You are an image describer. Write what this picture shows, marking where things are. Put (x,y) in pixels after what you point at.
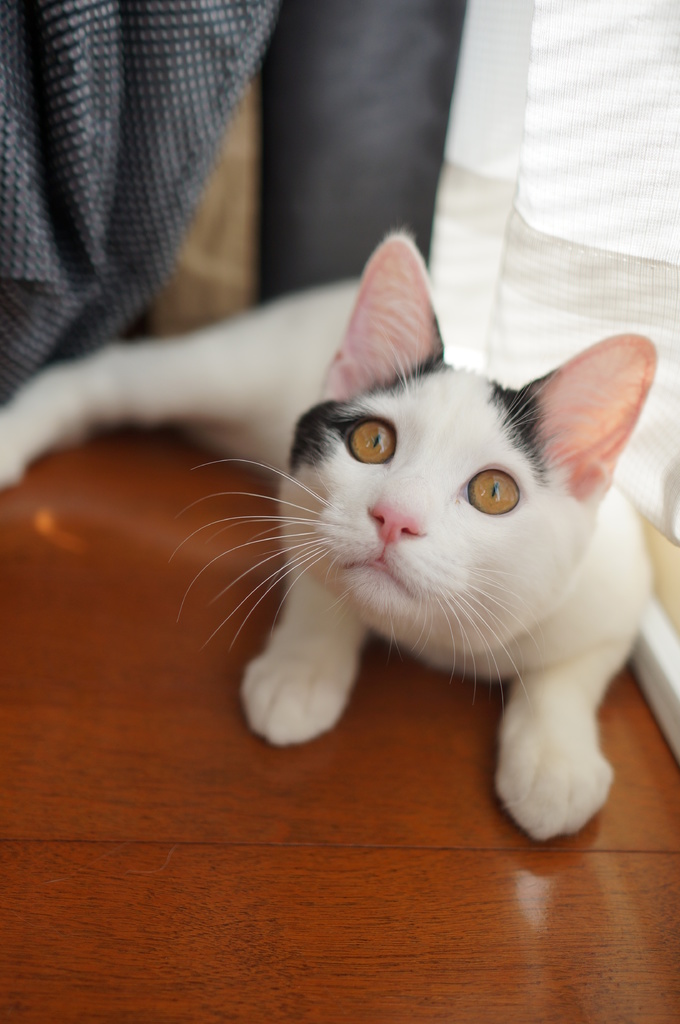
In this image I can see a white color cat (386,516) on a wooden surface (353,709). In the background (217,193) I can see clothes (157,178) and other objects (242,158).
